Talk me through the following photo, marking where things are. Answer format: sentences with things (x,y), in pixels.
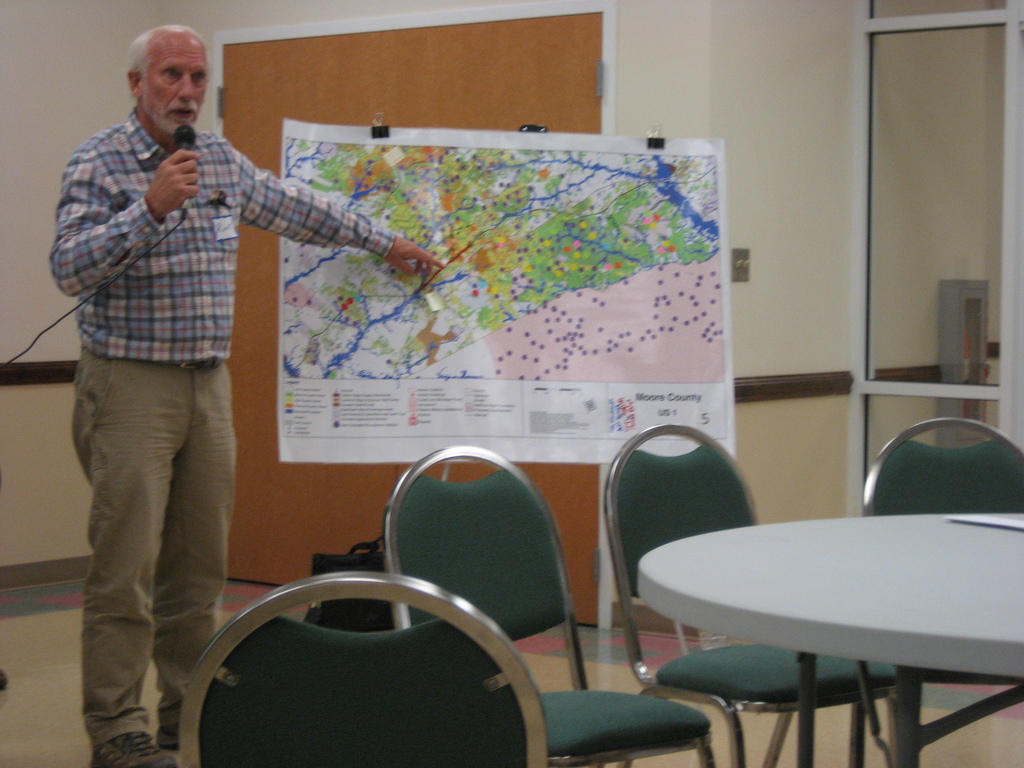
This a picture inside view of a room (492,305) and right side (793,587) there is a table (865,534), and there are the chairs (703,470) kept around the table (804,577) and left side (115,573) a man (103,468) wearing a blue color shirt (147,307), his holding a mike (184,137) and his pointing to a map (491,253) on the middle (491,259), and a map (602,142) attached to a door (559,91), and there is a wall (666,57) visible on the right side (730,66).
